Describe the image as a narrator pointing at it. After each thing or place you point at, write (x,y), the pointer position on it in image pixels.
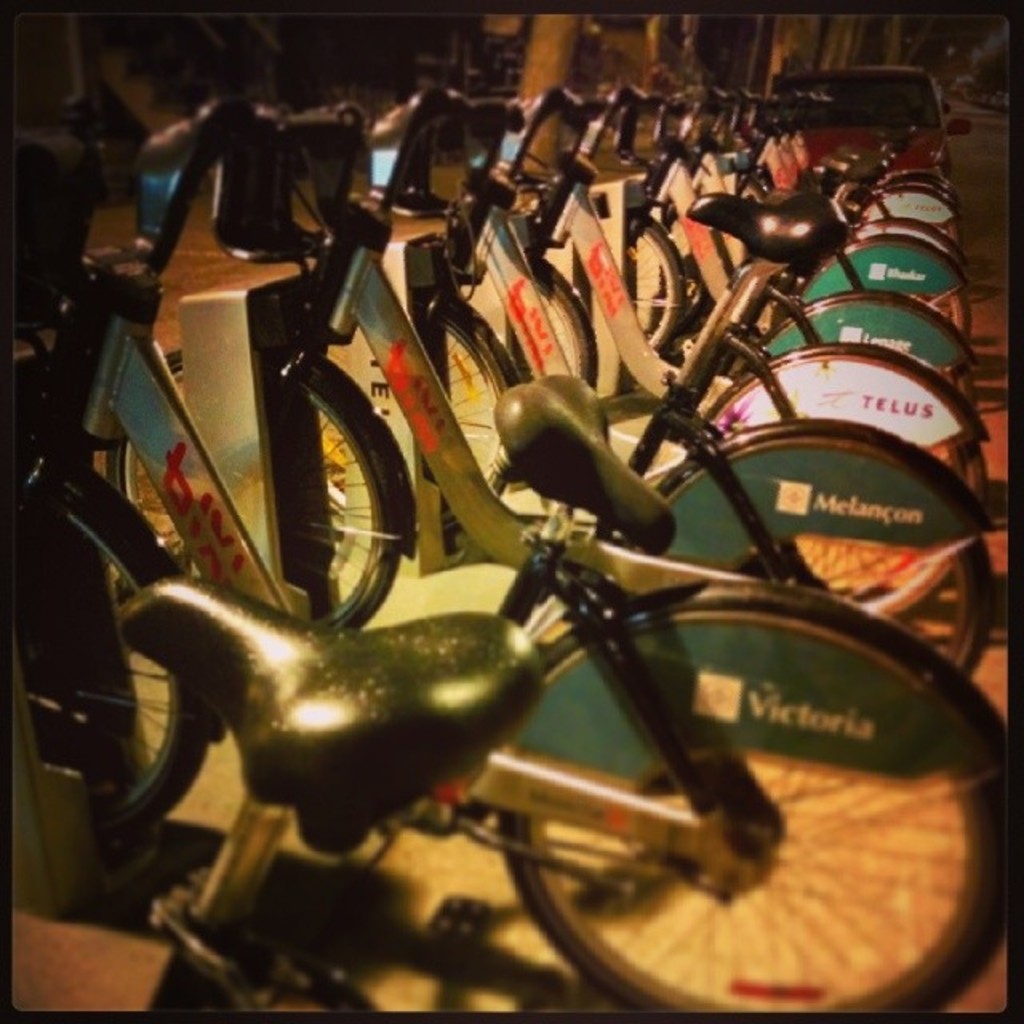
In the middle of the image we can see some bicycles (737,147). Behind the bicycles (728,119) there is a vehicle (866,103).
